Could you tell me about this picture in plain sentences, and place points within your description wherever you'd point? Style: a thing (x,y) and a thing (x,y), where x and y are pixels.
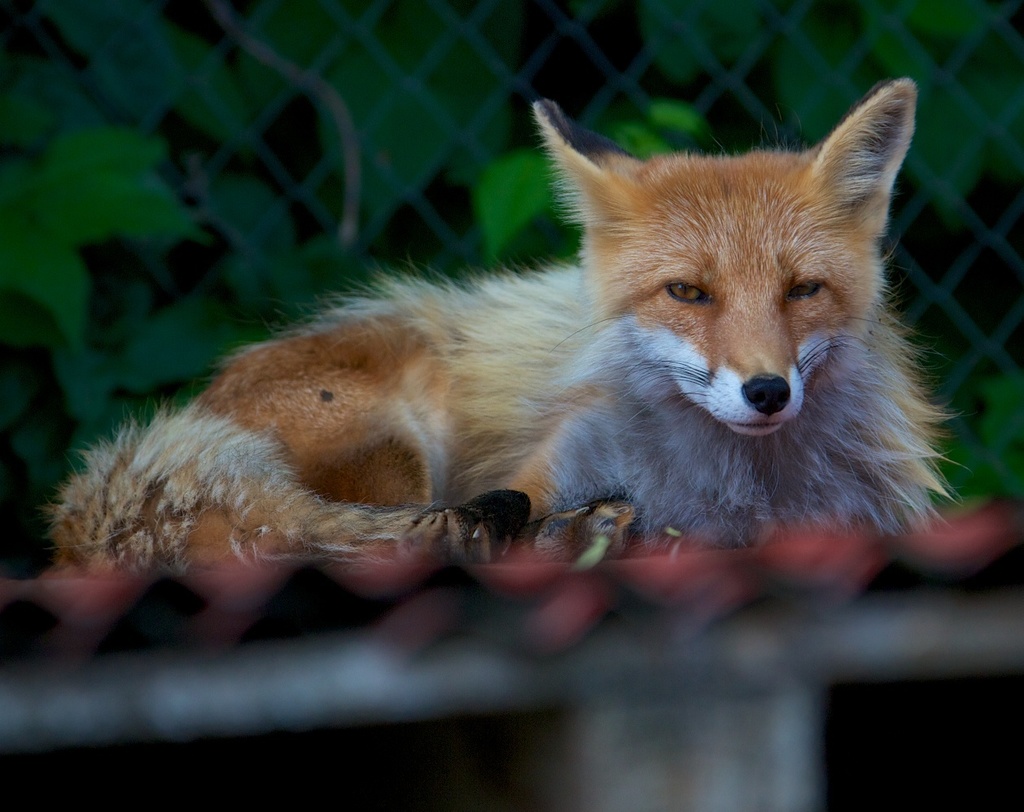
In this image I can see a fox (727,276) and I can see a fence (747,62) visible back side of the fox (803,292).
